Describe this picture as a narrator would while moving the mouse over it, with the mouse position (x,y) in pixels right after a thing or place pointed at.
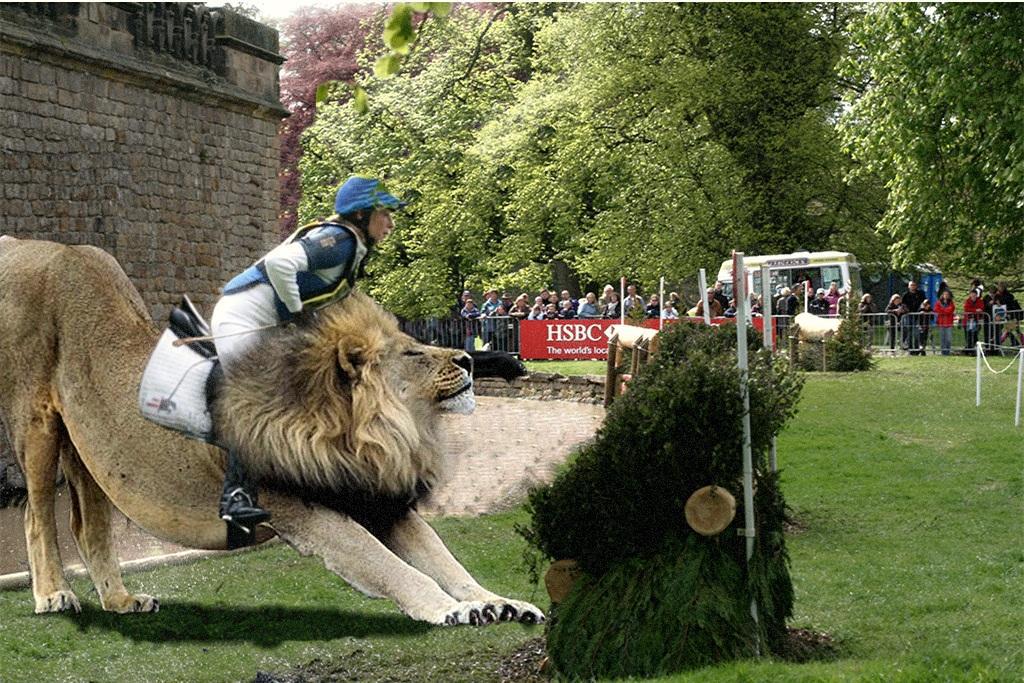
On the left side (158,477), we see a woman (269,313) is riding the lion (279,473). In front of the picture, we see the shrubs (679,422) and poles (766,337). Beside that, we see the wooden fence (623,384). At the bottom (939,630), we see the grass (846,446). In the background (575,301), we see the people (605,300) are standing. In front of them, we see the railing (925,328) and a board (538,338) in red color with some text (601,334) written on it. Behind that, we see a white color vehicle (816,257). There are trees (669,90) in the background (743,179). This picture might be clicked in a zoo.
